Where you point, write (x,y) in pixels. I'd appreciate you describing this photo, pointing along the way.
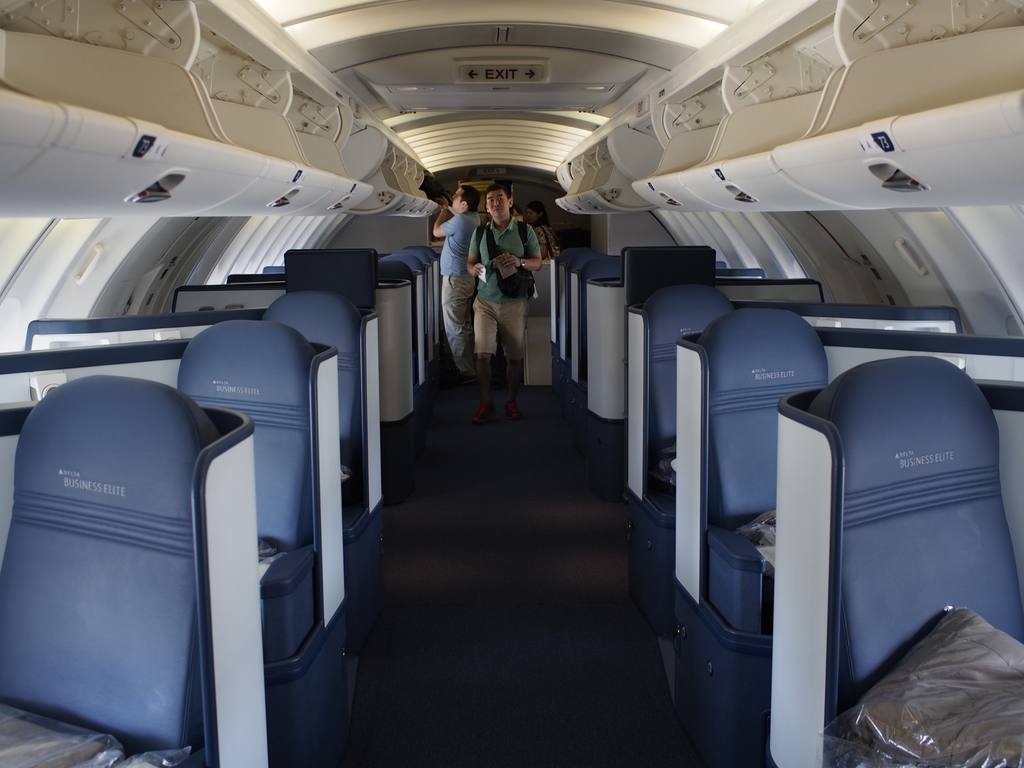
In this image we can see the inner view of an airplane (379,386) and there are seats (236,761) to the left (143,745) and right side of the image (692,284). We can see some people (534,255) and there is a signboard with the text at the top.
